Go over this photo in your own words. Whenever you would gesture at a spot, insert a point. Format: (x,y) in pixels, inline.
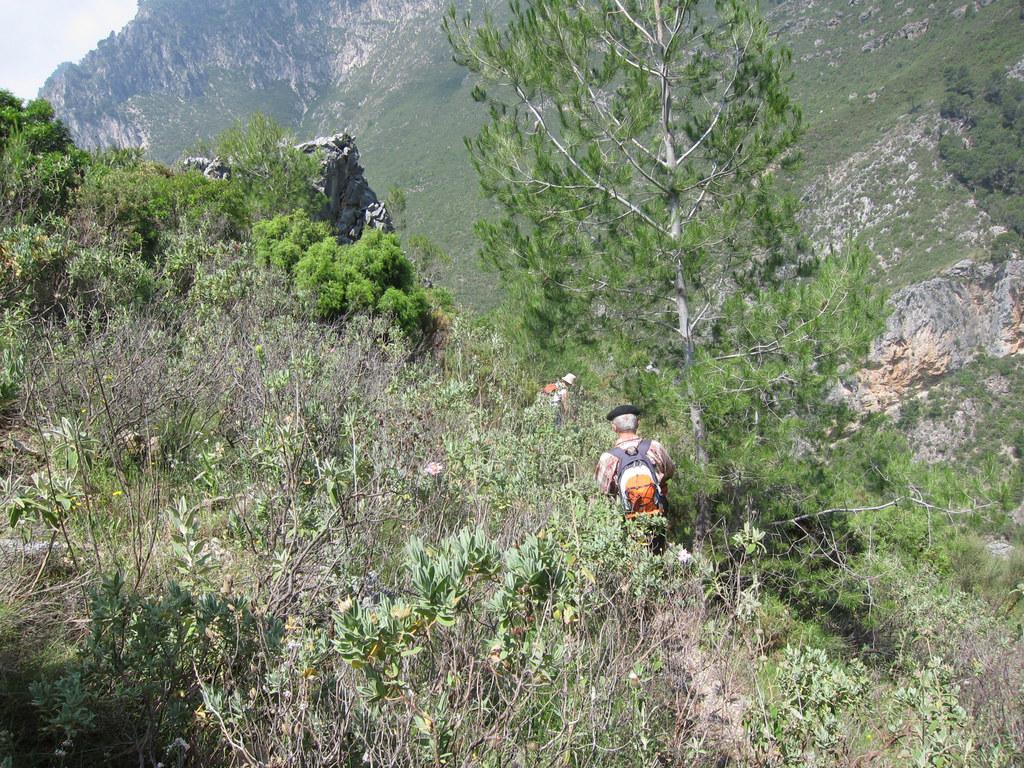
In this picture we can see two people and in the background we can see trees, rocks (780,10), sky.
